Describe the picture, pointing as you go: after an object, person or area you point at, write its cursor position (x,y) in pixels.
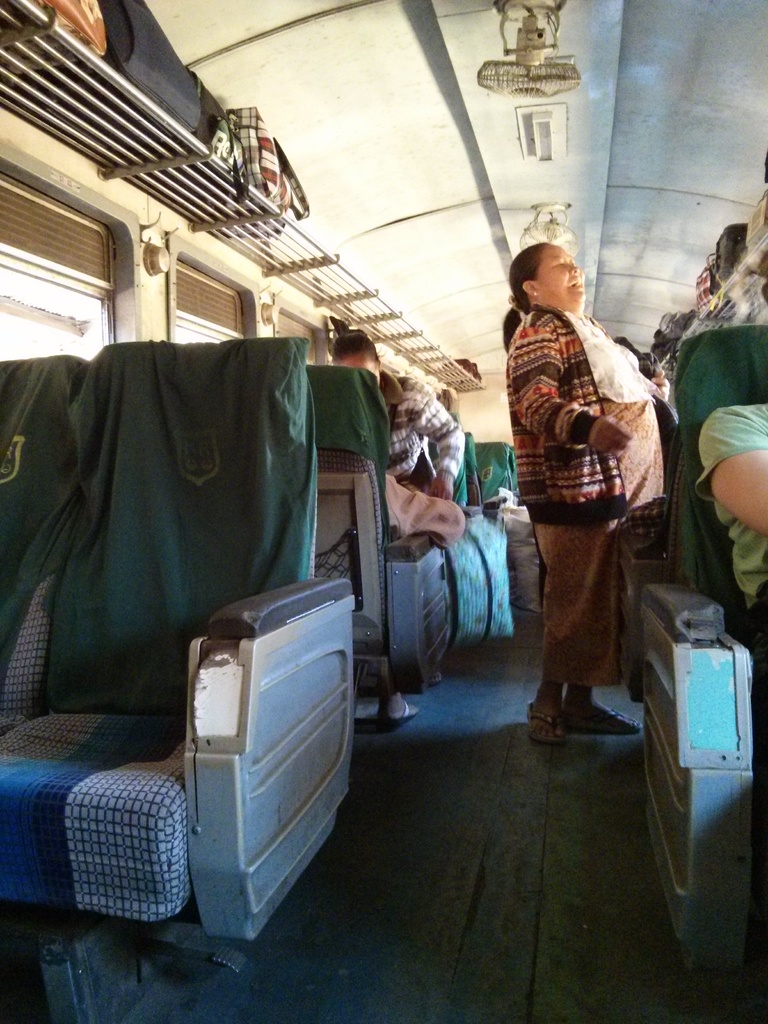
In the image we can see there is a woman (591,433) standing on the ground (549,780) and there are other people (759,524) sitting on the chair (747,712). There are luggages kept on the rack (247,226).
